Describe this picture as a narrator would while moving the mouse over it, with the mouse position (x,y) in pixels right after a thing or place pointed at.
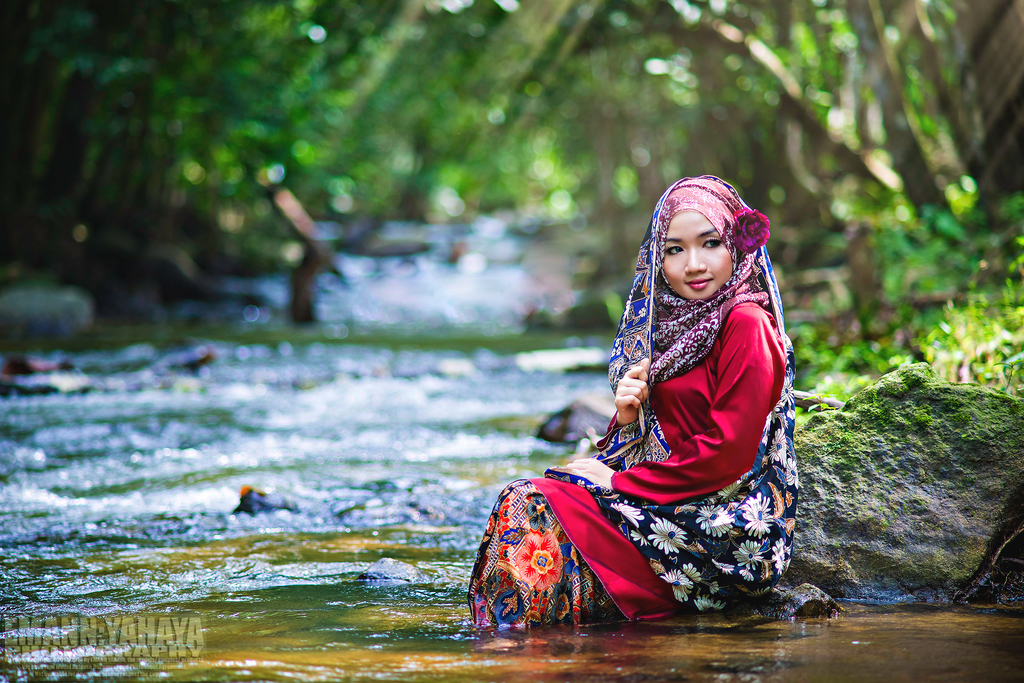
In this image there is a girl (649,469) sitting on the rocks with feet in the water (445,602), behind the girl (565,521) there is a stream (489,487) and trees (417,213), at the bottom of the image (97,638) there is some text (97,624).
